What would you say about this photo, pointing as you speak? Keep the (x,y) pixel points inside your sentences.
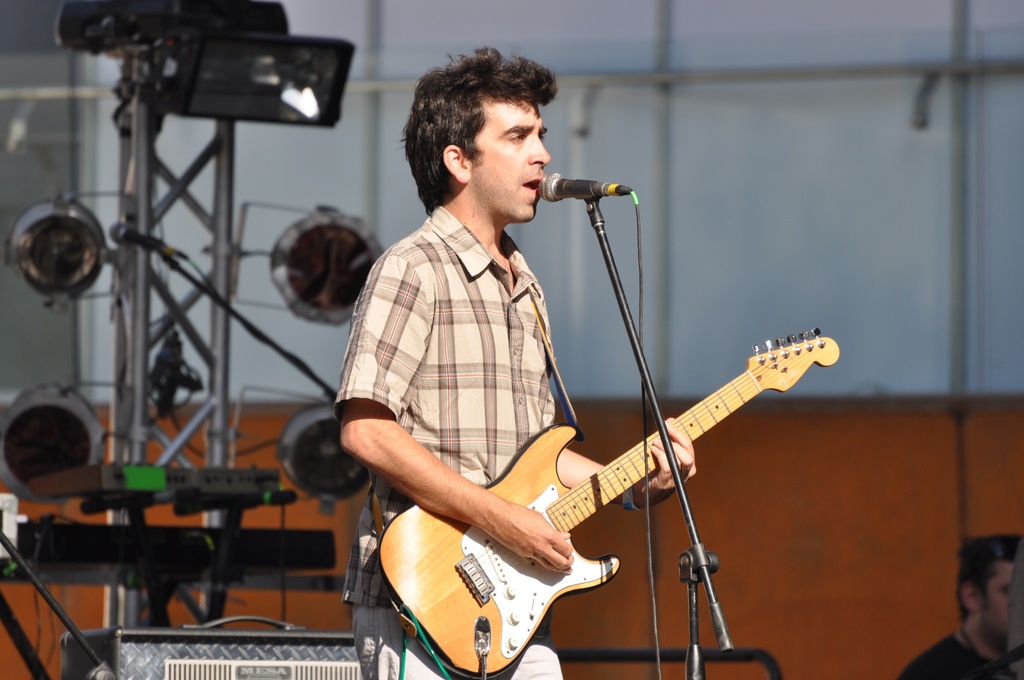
In this picture we can see man (489,410) holding guitar (505,593) in his hand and singing on mic (588,182) in a standing position and right side (981,598) we can see a man (980,581) in background (234,73) we can see pole (210,427) with lights (79,225) and musical instruments (223,491).
